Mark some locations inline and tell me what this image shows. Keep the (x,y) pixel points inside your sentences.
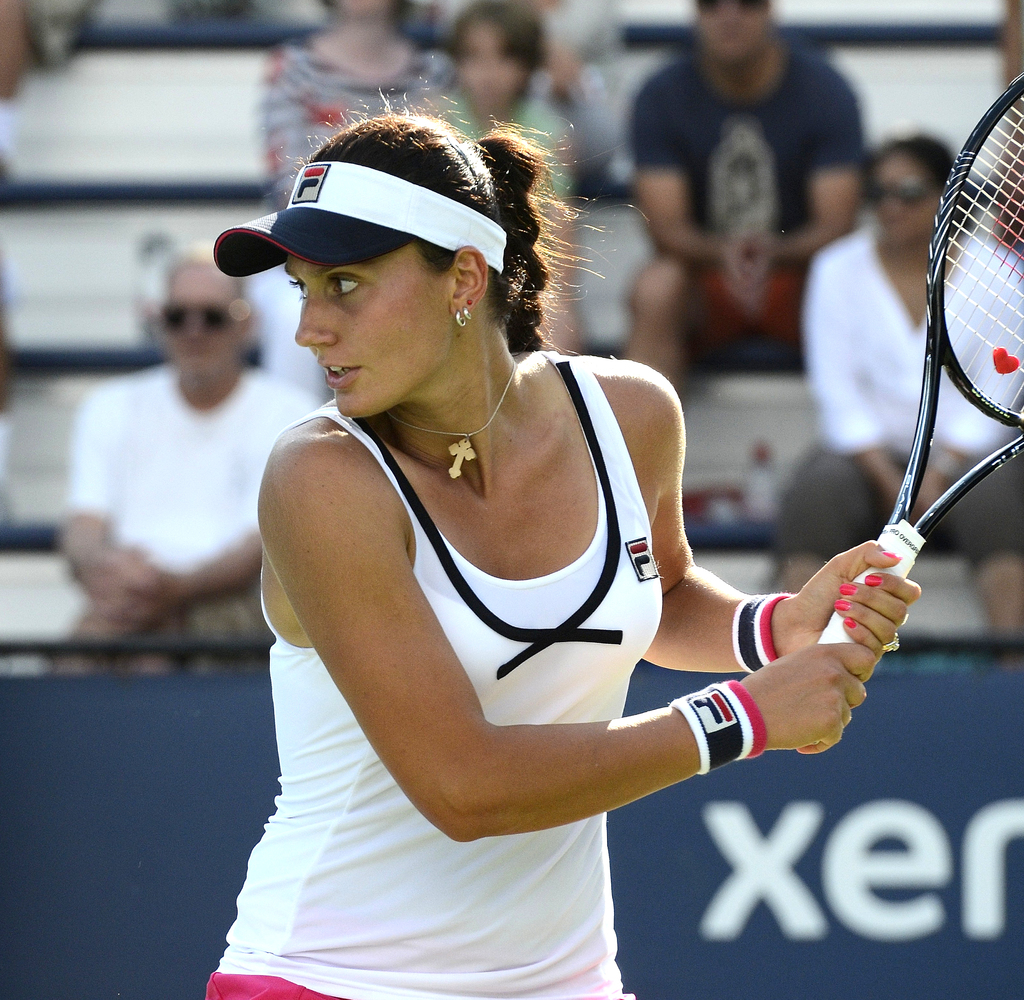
In this image, in the middle (475,610) there is a woman (473,656) she is standing and holding a racket (915,455) which is in black color, in the background (789,811) there is a poster (755,913) in blue color and there are some people (956,436) sitting on the chairs (223,152).
